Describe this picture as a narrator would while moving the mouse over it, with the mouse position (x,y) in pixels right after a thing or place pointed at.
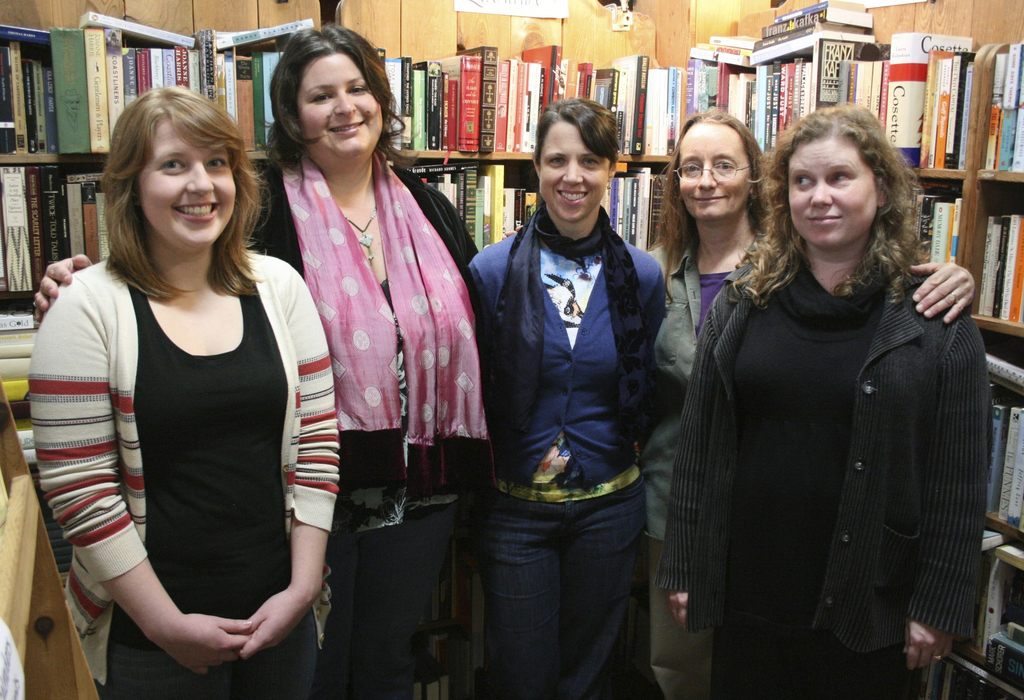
In this image we can see there are people (561,370). Among them one wore spectacles (712,171). In the background (763,131) we can see there are books (644,75) in the racks (644,75).
